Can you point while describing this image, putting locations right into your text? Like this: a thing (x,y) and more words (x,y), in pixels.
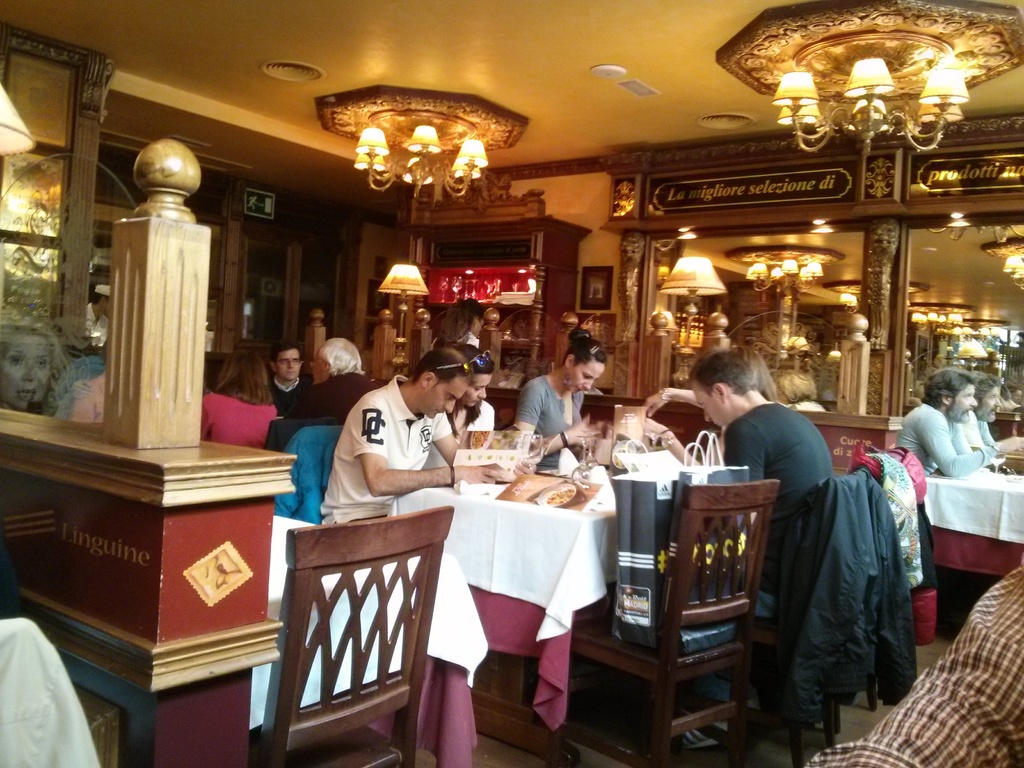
This is completely inside view picture. Here we can see few persons (765,587) sitting on chairs (596,657) in front of a table (516,610) and on the table (567,525) we can see menu cards (536,492). Here we can see a carry bag (671,488) on the chair (691,554). These are lights (695,280). This is a ceiling (413,70).
